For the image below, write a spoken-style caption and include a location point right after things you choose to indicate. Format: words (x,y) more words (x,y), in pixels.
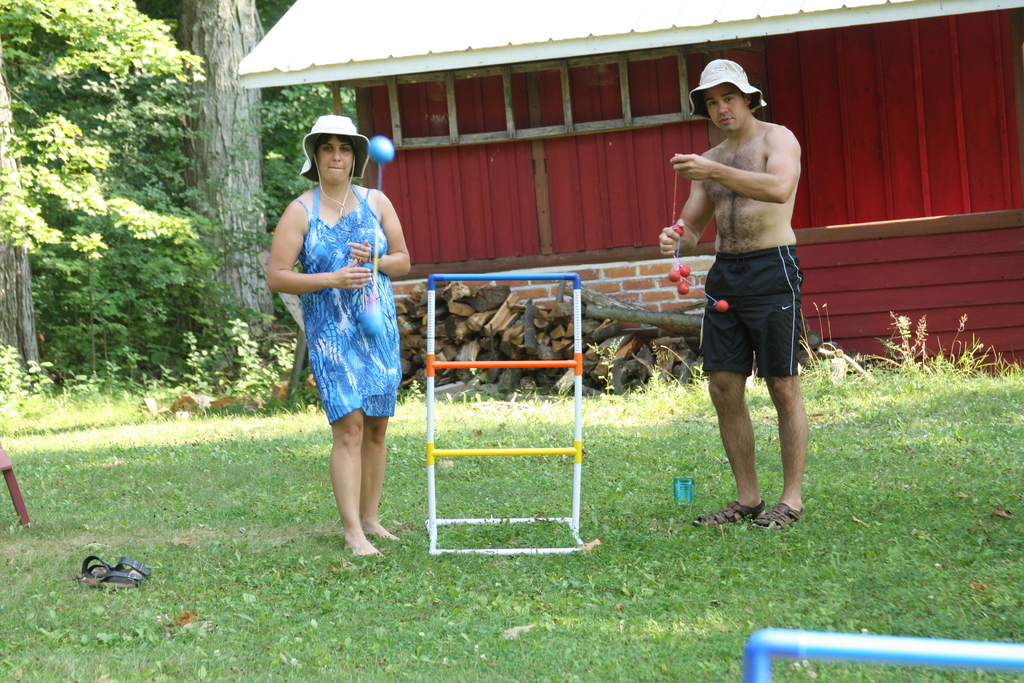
In this picture there are two people (709,356) standing and there is man (771,178) holding an object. We can see grass (404,485), stand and footwear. In the background of the image (592,136) we can see house (608,204), wooden objects (571,321), plants (282,330) and trees (173,187).
